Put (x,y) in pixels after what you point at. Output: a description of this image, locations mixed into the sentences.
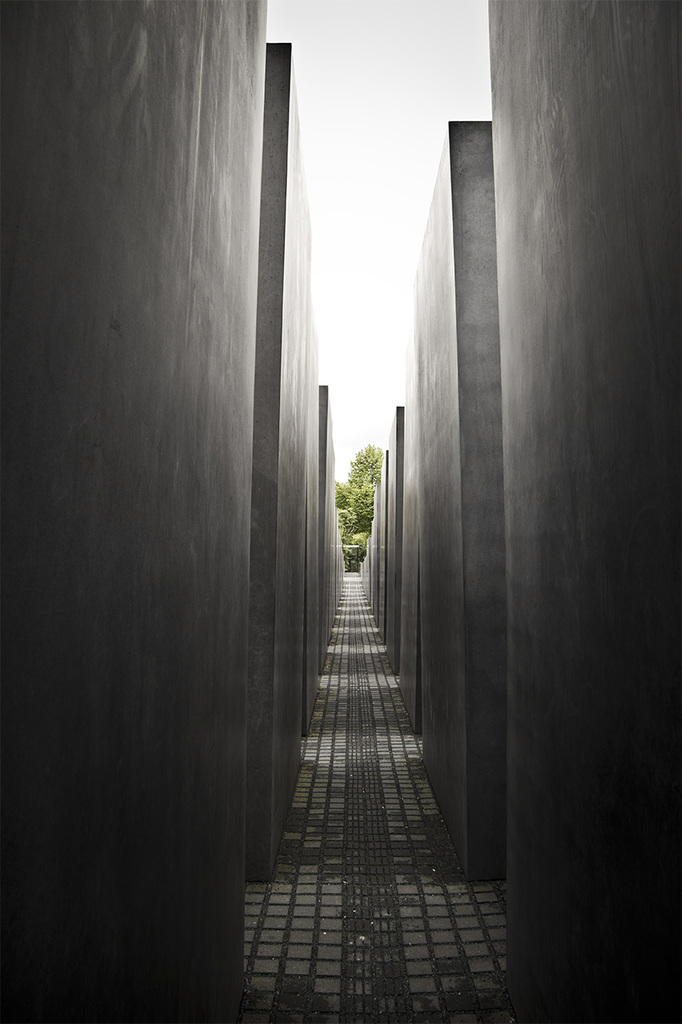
To the both sides of the image there are walls (553,166). At the bottom of the image (346,923) there is pavement (405,978). In the background of the image (376,275) there is sky (359,300) and trees (357,551).
